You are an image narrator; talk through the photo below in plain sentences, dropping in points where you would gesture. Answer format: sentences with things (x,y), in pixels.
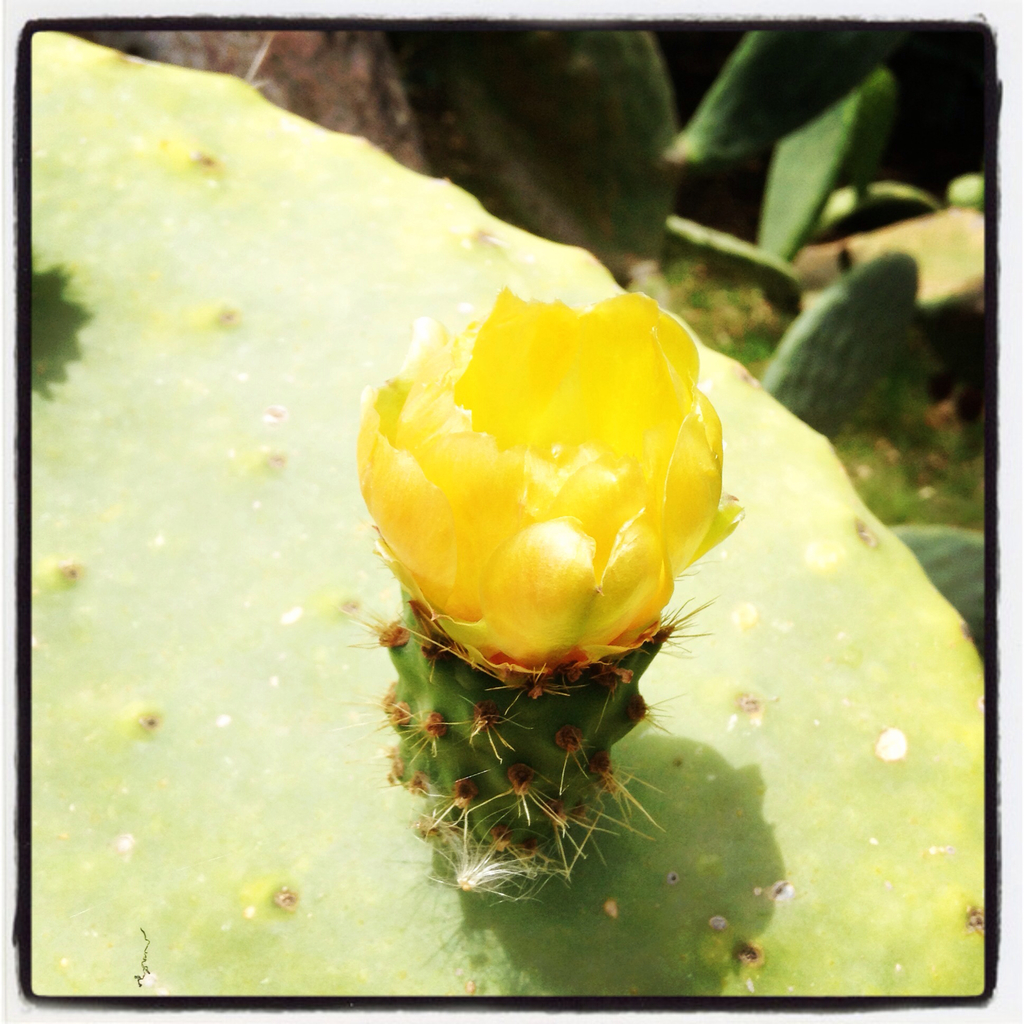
There is a cactus plant (404,568) with a yellow flower (615,489). In the background (637,215) there are many cactus plants (900,294).
